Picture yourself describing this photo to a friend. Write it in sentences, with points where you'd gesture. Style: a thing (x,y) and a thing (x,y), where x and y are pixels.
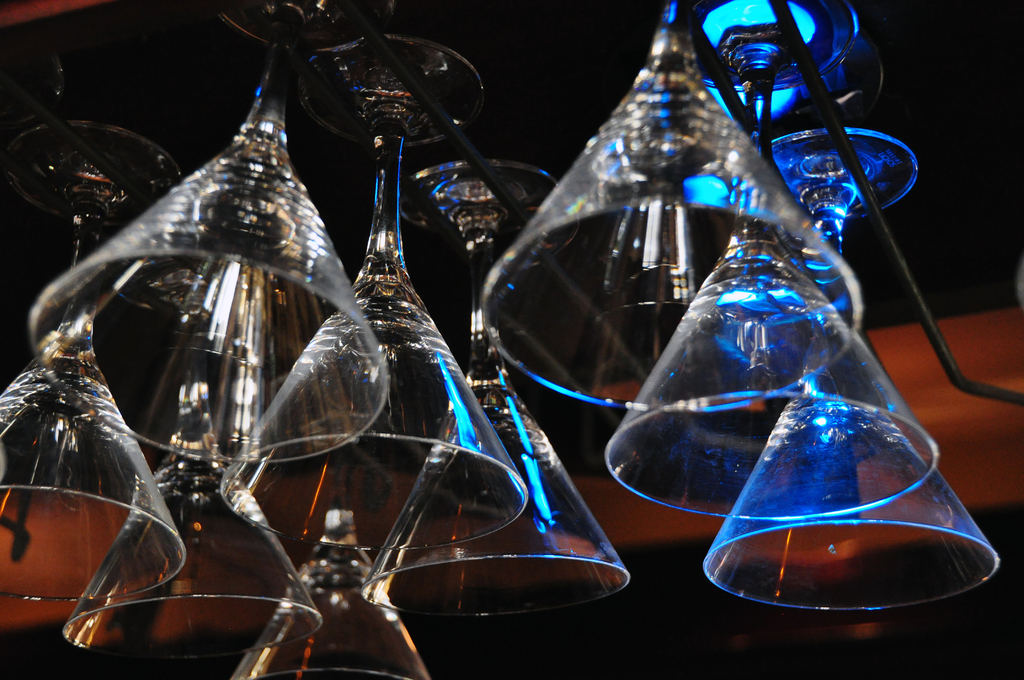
In this image we can see glasses (680,332) and rods (720,85). In the background (1012,485) it is blur.
